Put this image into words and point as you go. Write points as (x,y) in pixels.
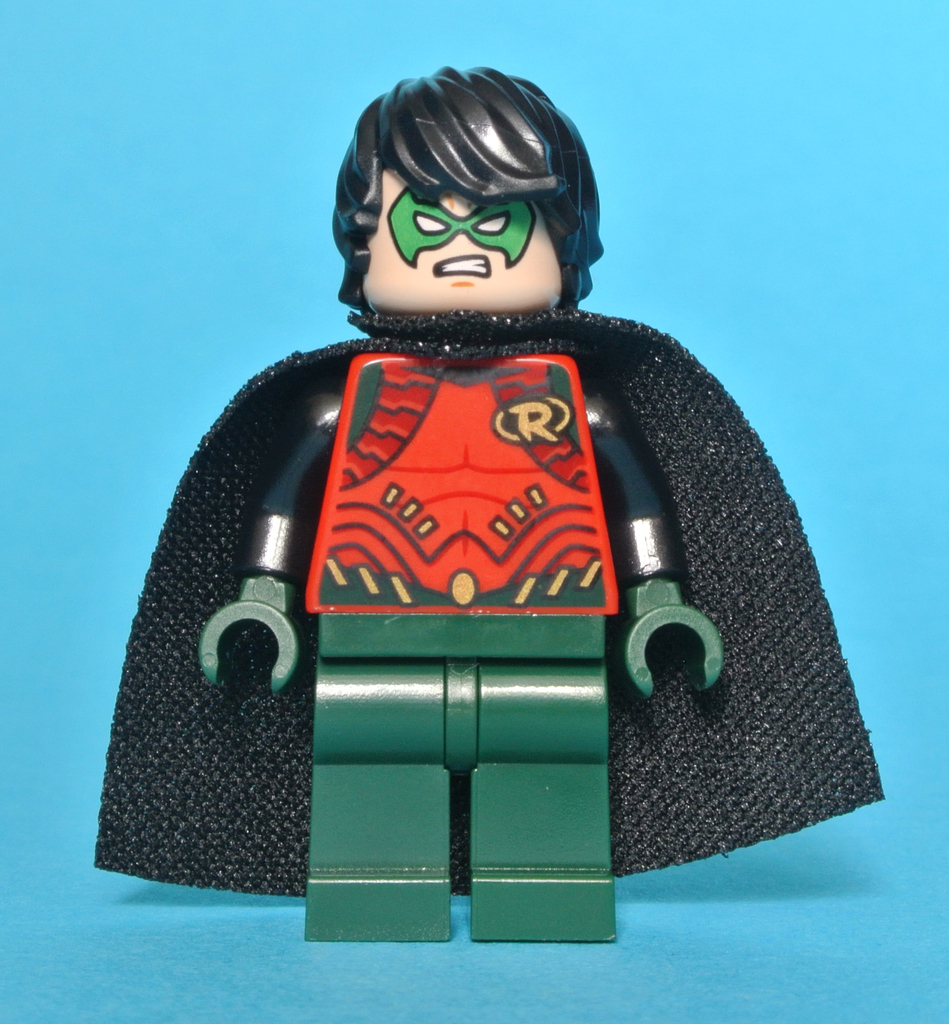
In this image I can see a toy (507,296) which is in black, red and green color.
